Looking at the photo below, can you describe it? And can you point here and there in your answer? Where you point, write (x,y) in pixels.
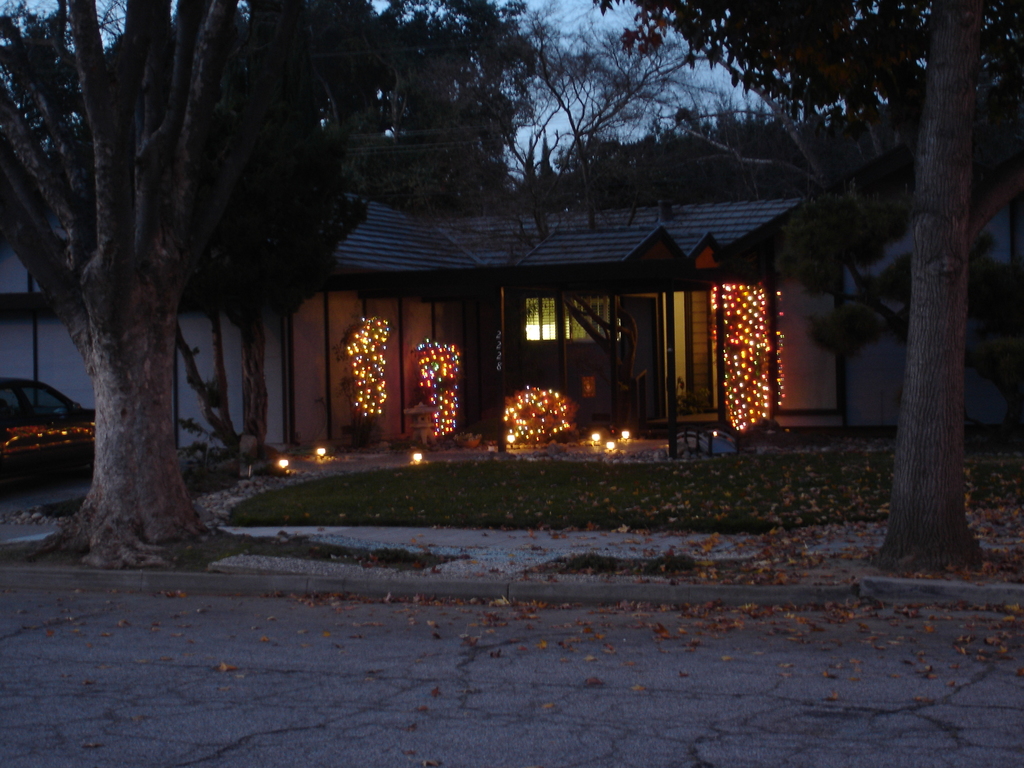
In this image we can see the vehicle (42,438) and lights (425,357) in front of the house (471,404) and there are trees (138,474), grass (534,489), leaves (739,606), road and the sky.
